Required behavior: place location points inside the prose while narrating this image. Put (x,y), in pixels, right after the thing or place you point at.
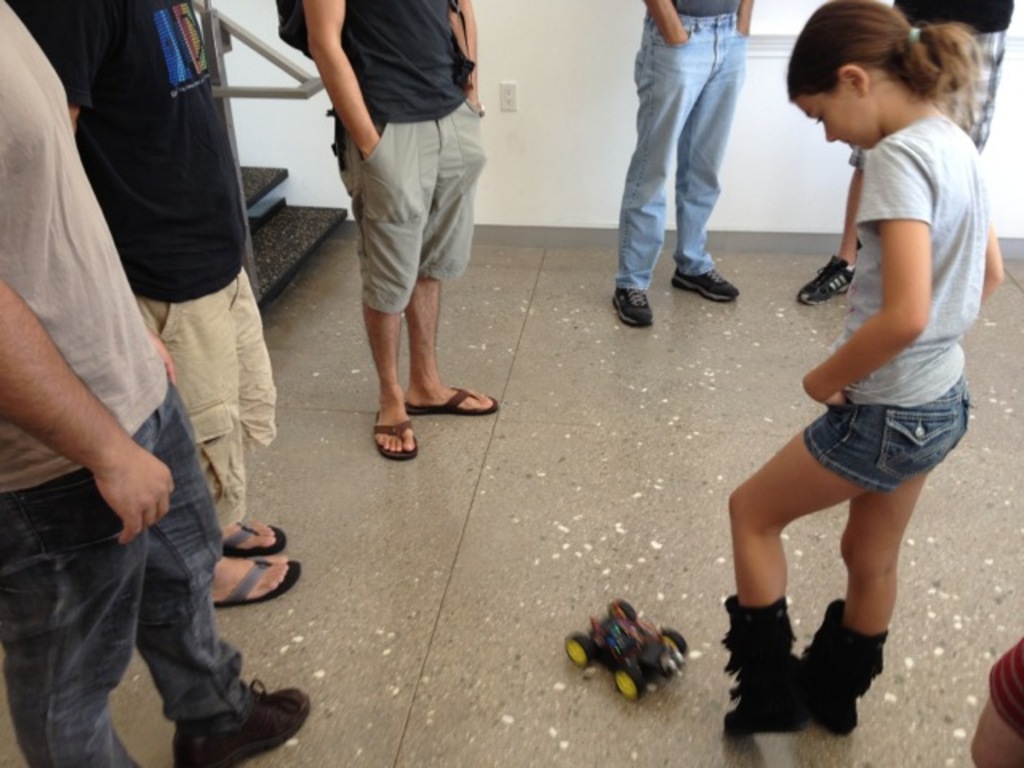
In this picture there are group of people (882,193) standing and there is a toy (589,643) on the floor (525,442). At the back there is a staircase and there is a hand rail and it looks like a window (754,39).
